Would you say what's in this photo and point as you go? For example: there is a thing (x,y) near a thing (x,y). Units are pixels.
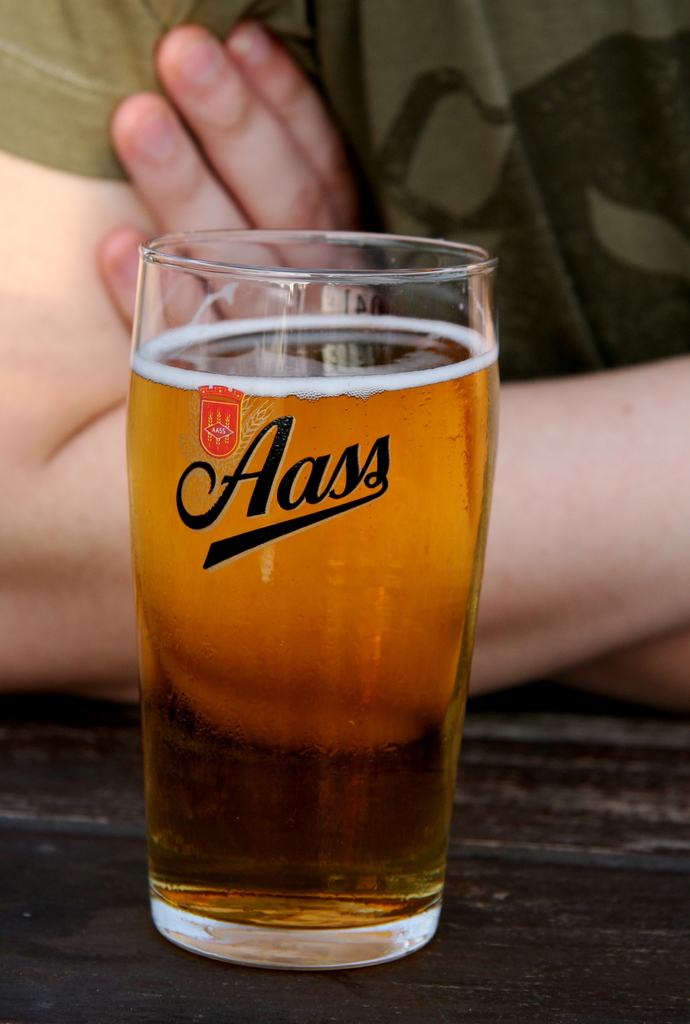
In this image, we can see a glass (457,649) in front of the person (160,38) whose face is not visible.
